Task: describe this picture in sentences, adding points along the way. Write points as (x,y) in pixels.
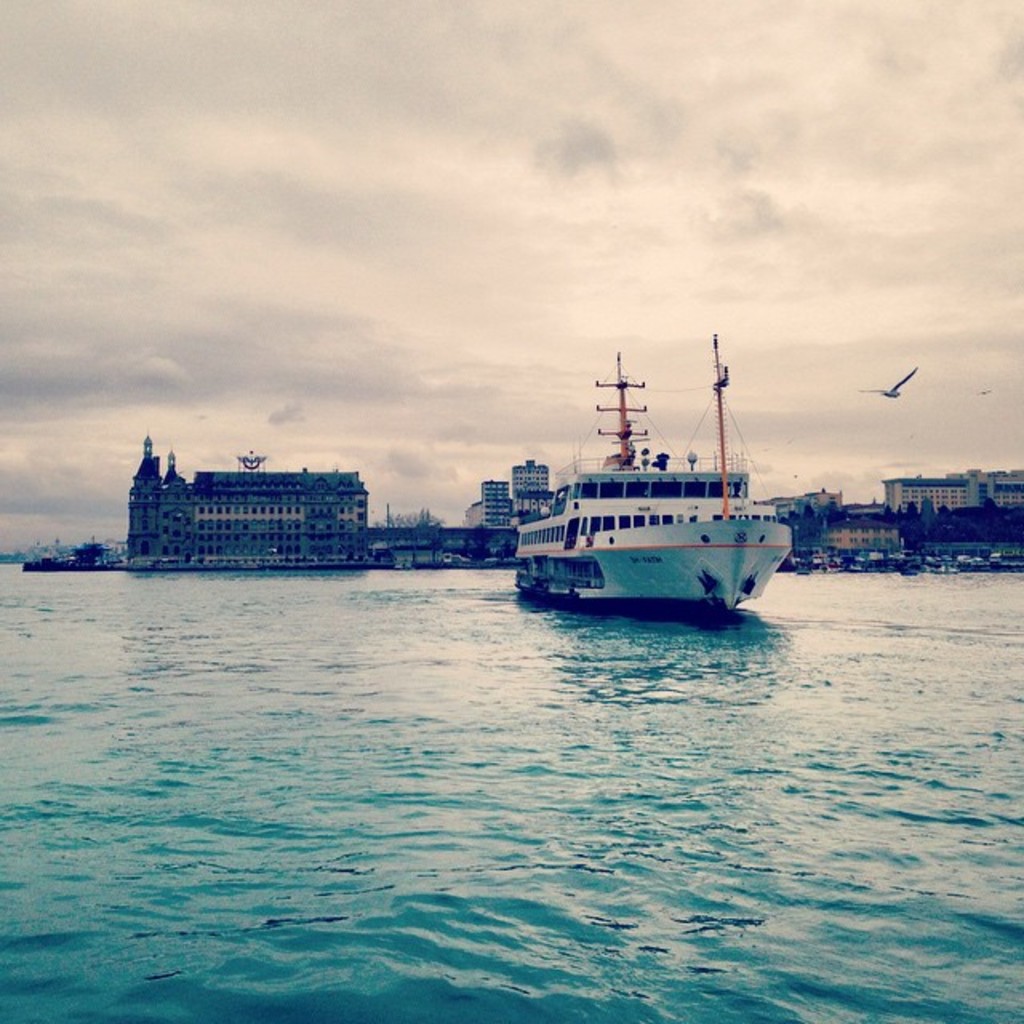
In this image, this looks like a Cruise Ferry (686,541), which is on the water (558,629). I can see the buildings (497,494). This is a bird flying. I can see the sky (564,250).
